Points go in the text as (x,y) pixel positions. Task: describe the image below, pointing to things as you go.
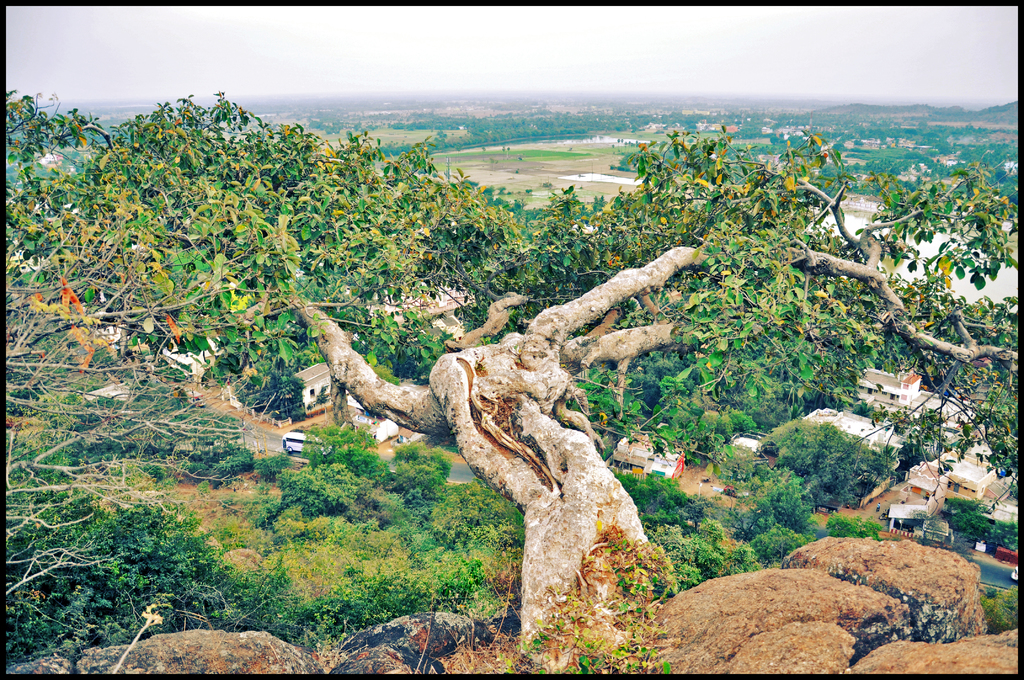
In the foreground of this image (496,635), there is a tree (535,434) on the rock (701,637). In the background (413,475), there is the road (458,471), trees (390,492), buildings (942,471), water (995,298), the city (944,122), mountains (866,108) and the sky (532,52).
